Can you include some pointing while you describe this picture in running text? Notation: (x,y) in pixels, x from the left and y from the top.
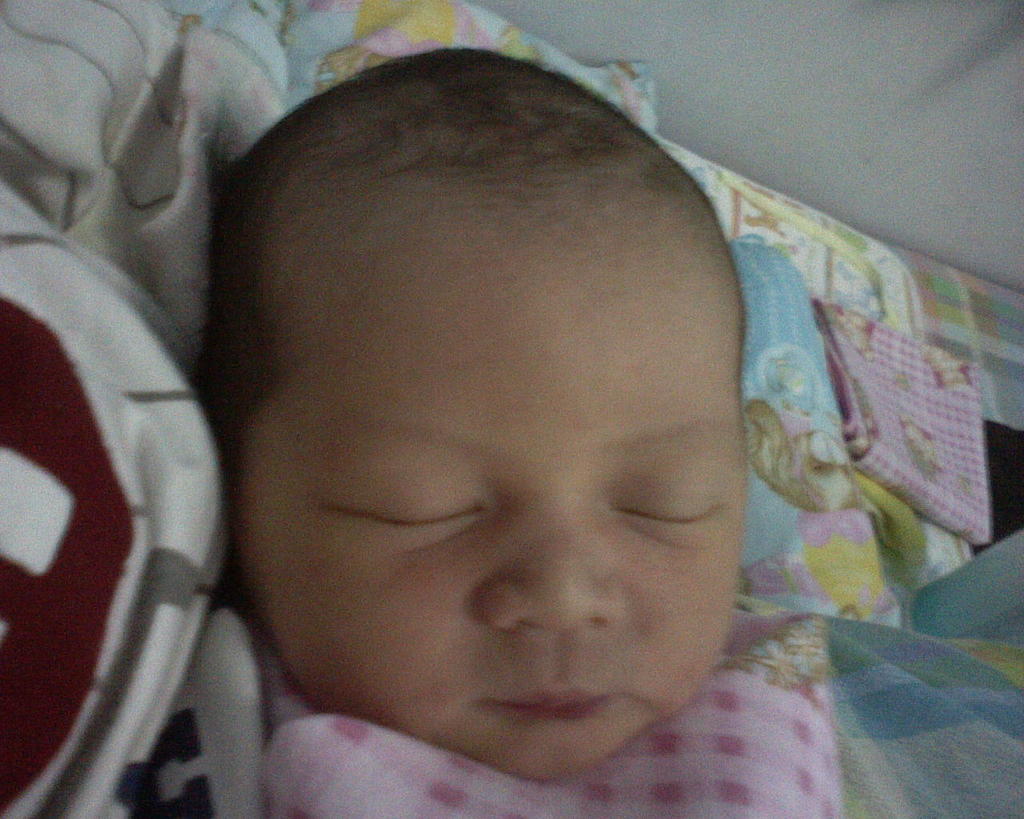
In this image I can see a baby (405,481) is laying on a sleeping bag (767,253). On the right side (897,362) there is a cloth (891,372) on a bed (1014,305). In the top right-hand corner (858,89) there is a wall (783,82).
